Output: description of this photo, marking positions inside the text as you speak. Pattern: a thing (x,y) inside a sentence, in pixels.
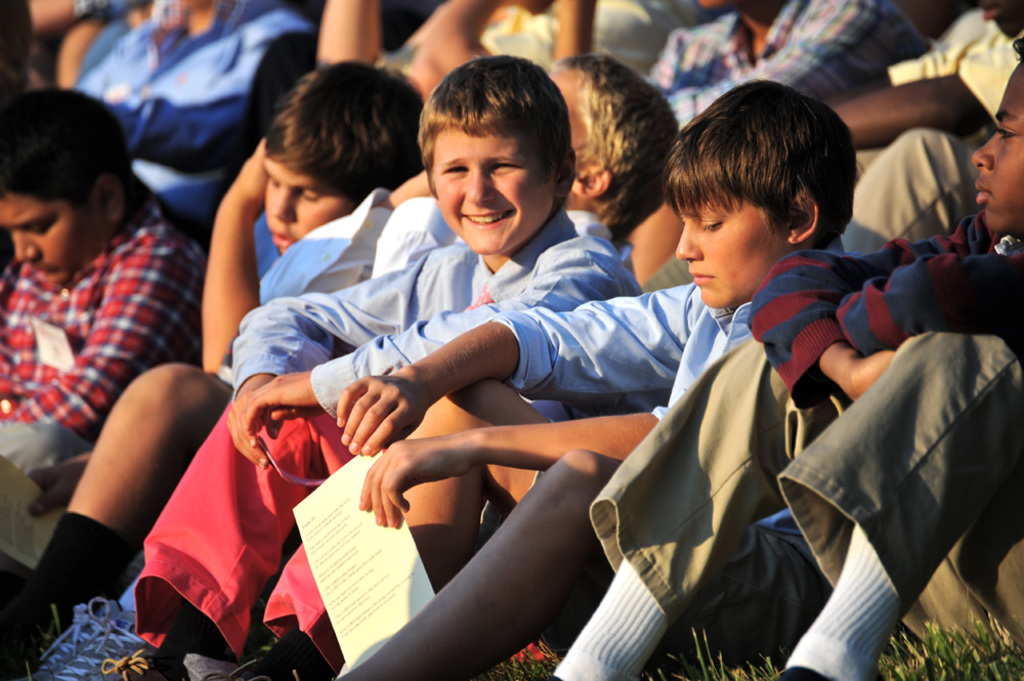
In this image, there are a few people (943,353). We can see the ground (1004,677) with some grass (34,661).
